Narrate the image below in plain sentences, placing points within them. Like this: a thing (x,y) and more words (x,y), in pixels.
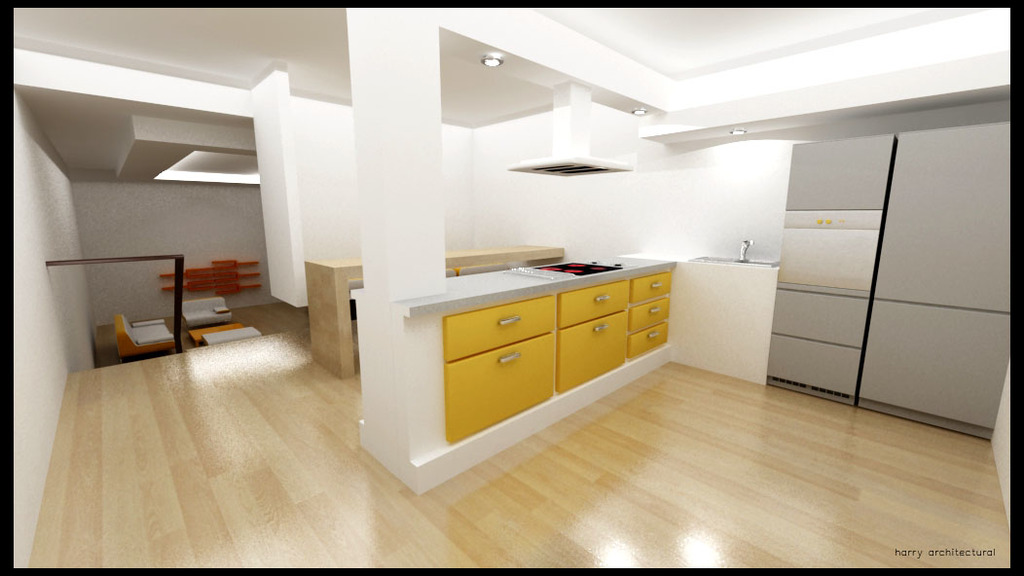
This picture shows inner view of a house (676,387) and I can see a gas stove (602,271), wash basin (732,260) and few lights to the ceiling (93,98) and I can see drawers (486,334) and a chimney (534,162) and I can see table (226,344) and sofas (167,334) and text (958,553) at the bottom right corner of the picture (984,548).
